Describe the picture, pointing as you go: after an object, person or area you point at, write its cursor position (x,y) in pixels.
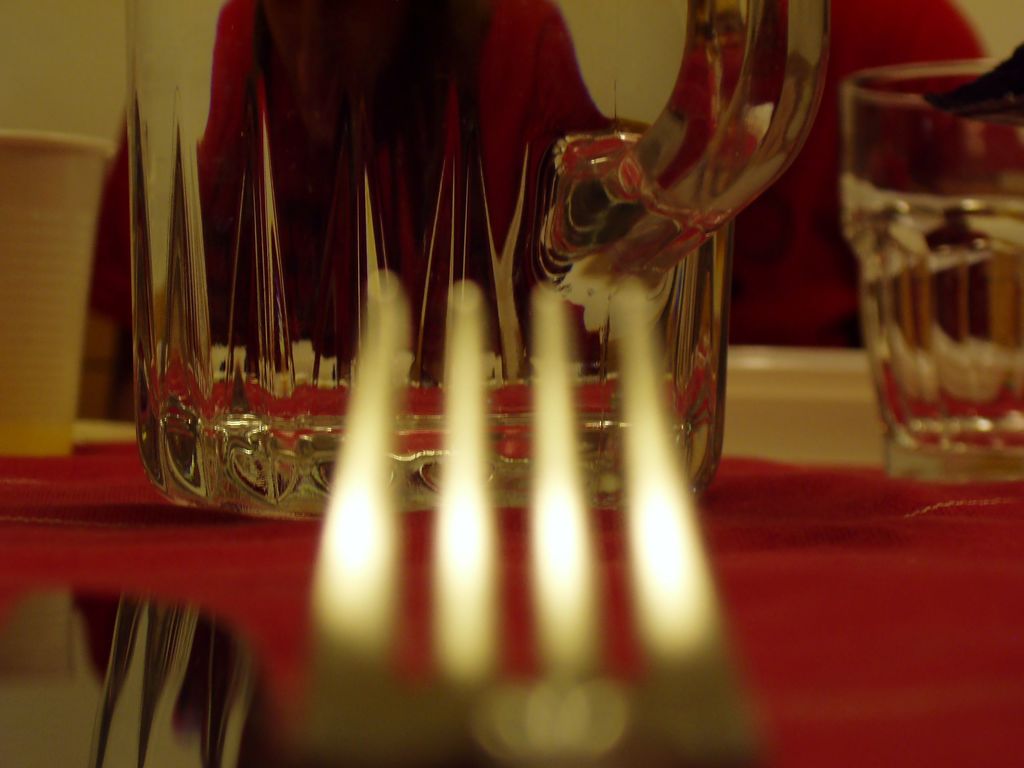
In the foreground of this image (495,665), there is a fork (495,674). In the middle (509,272), on the table (202,539), there are glasses (895,297) and a glass mug (275,373). In the background (861,32), it seems like there are persons (919,47) and the wall (78,75).
